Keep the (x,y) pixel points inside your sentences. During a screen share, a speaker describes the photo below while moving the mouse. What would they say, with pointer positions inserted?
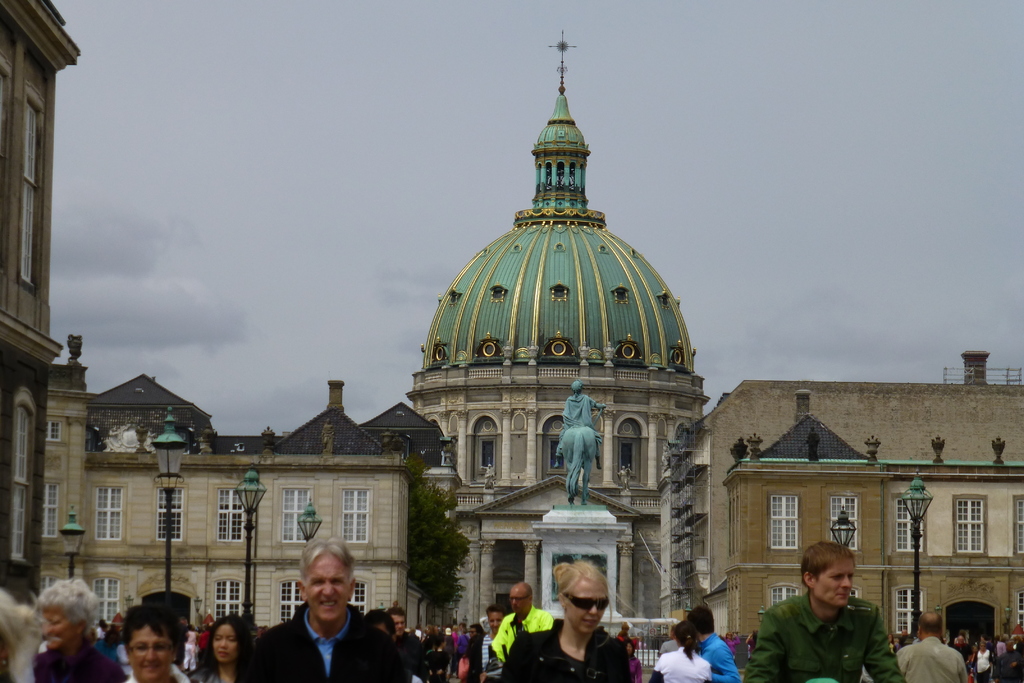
In this image we can see there are people (697,629) walking on the road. At the back (470,511) there are buildings (646,418) and sculpture (584,472) attached to the pillar (584,522). And there are light poles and the sky (351,208).
